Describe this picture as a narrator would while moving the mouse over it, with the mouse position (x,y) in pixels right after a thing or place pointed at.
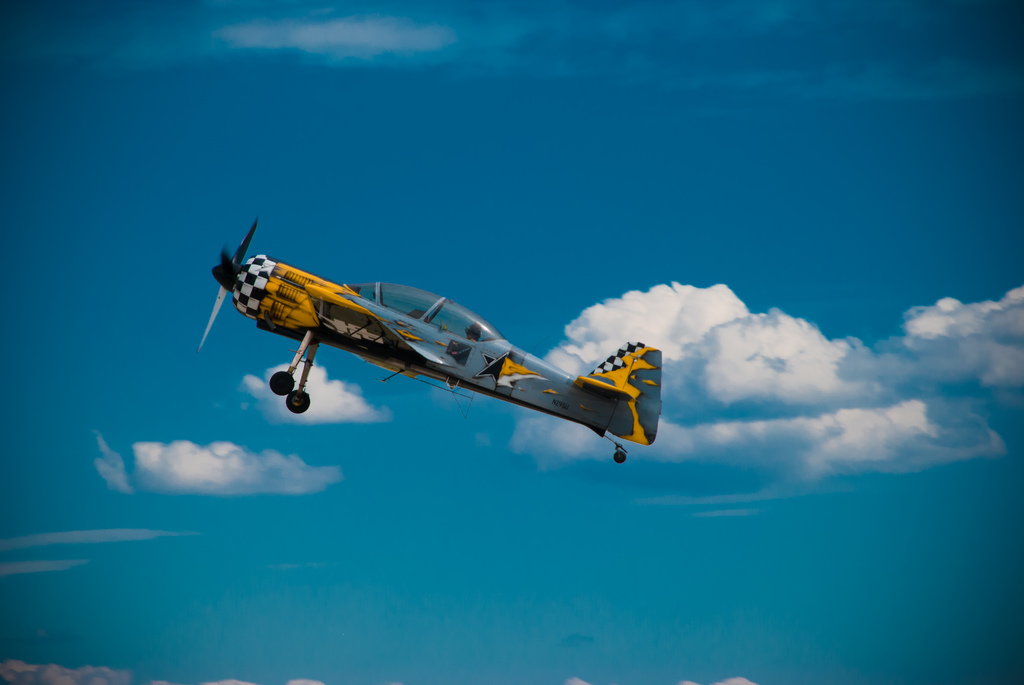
In this image, we can see a plane (471,322) in the sky (265,175). There are some clouds (724,347) on the right side of the image (746,388).
